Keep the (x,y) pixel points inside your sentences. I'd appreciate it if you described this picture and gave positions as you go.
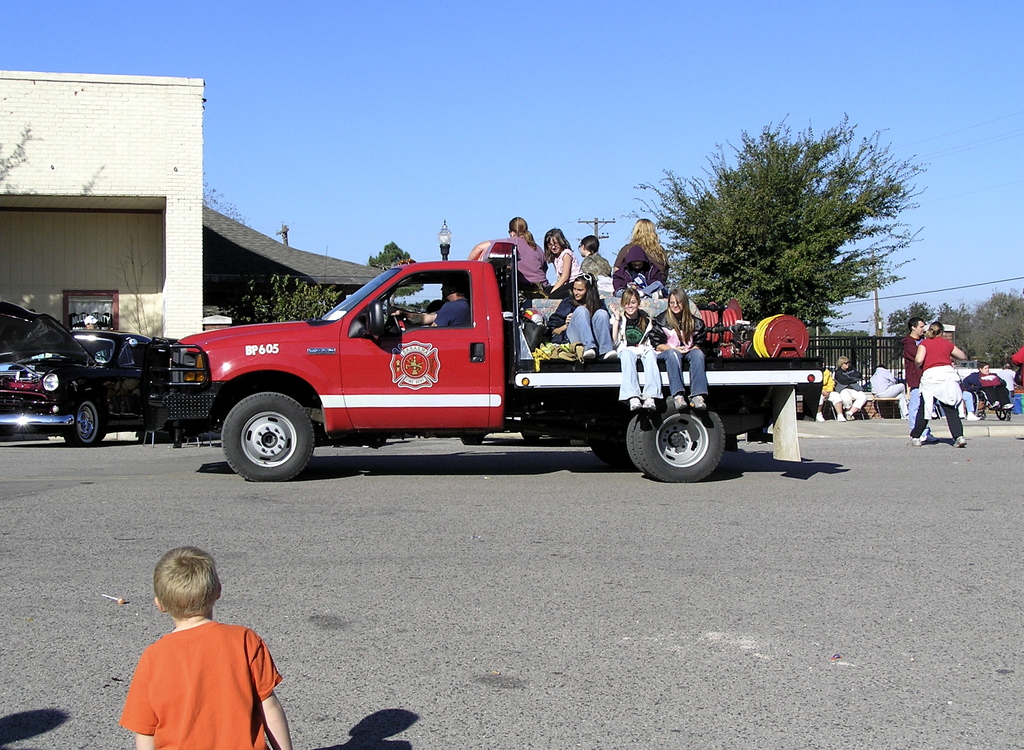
In the picture we can see the child (197,684) wearing orange color T-shirt (231,682) is on the road (685,666). Here we can see these people (586,267) are sitting in the vehicle (466,383) which is on the road (782,465), these people (947,398) are standing on the road (820,488). Here we can see other vehicles (126,367), trees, current poles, light poles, wires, buildings (19,128) and sky (602,11) in the background (469,154).
